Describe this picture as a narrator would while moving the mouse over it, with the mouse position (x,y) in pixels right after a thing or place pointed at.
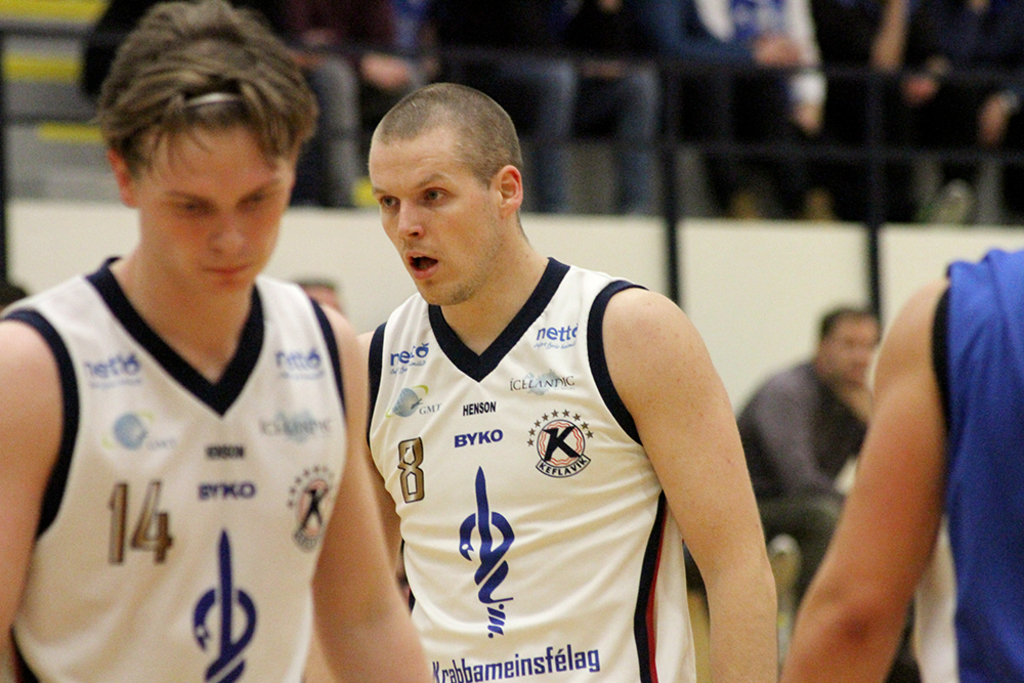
There are two men (297,311) wearing white color dress (272,468). On the dress (198,555) there is a logo (297,530), number (144,520) and something is written. In the background (651,145) it is blurred and some people (648,44) are over there.
